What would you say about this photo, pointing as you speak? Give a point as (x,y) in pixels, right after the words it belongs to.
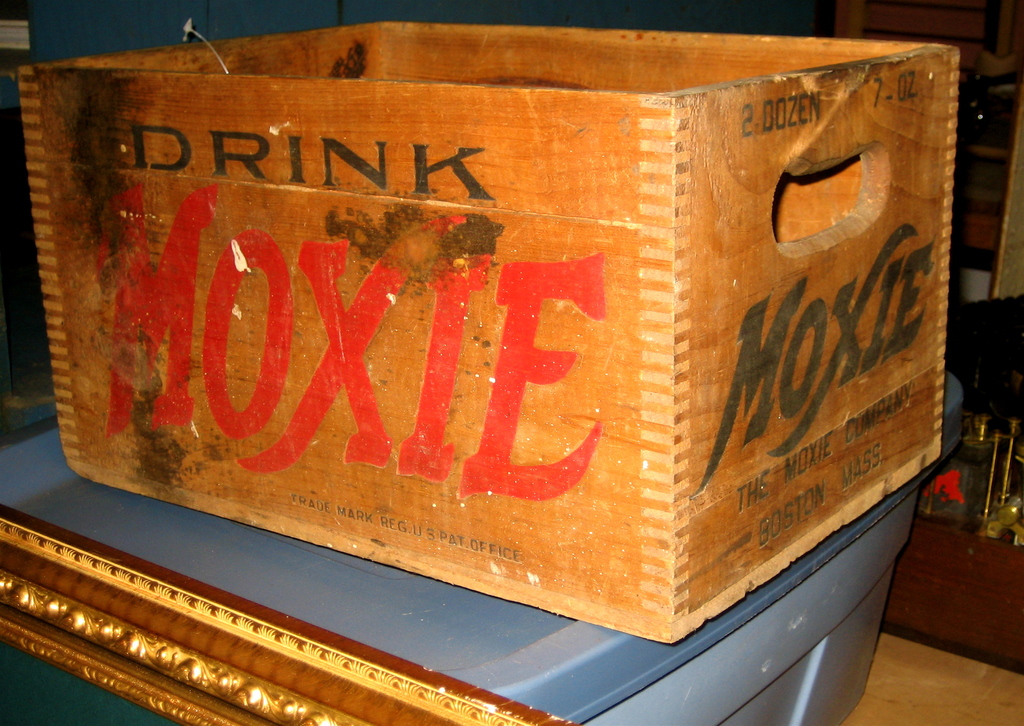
In this image, we can see a wooden box (655,471) kept on an object (753,684).
